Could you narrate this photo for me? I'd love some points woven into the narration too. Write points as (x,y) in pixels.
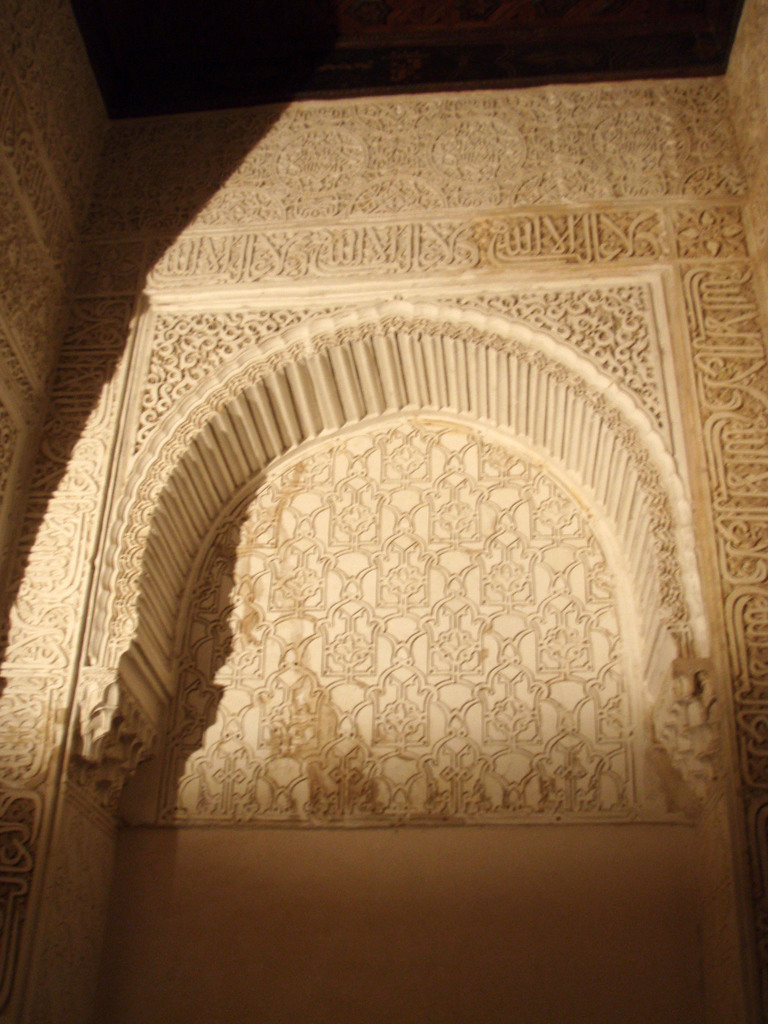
This picture seems to be clicked inside. In the center (262,343) we can see the wall (402,153) of a building (221,136) and the arch (366,351) on the wall (565,135) and we can see the text (529,258) written on the wall (378,282).
